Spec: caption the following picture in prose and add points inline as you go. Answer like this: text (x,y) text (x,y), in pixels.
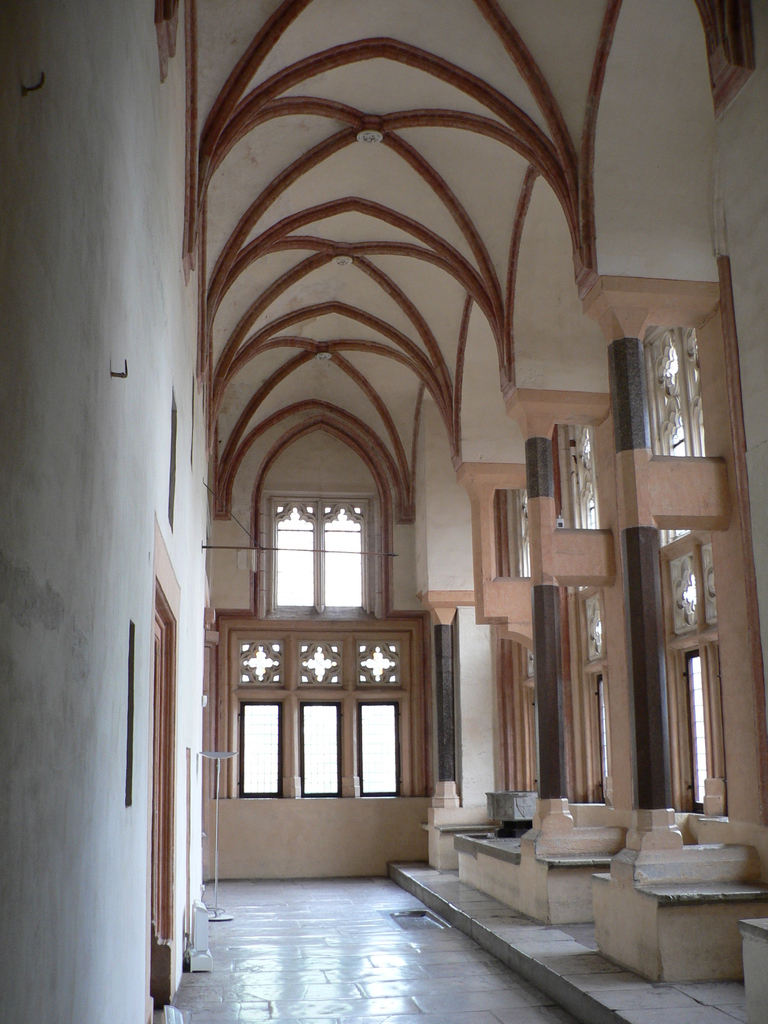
This picture is taken in inside a building (585,614), on the left (54,621) there is a wall (46,207) to that wall (180,433) there is a door (153,880), on the right (659,502) there are pillars (622,445) and windows (669,370), in the background (356,699) there is wall (377,820) to that wall (377,820) there are windows (262,789), in the middle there is a floor (333,987).
